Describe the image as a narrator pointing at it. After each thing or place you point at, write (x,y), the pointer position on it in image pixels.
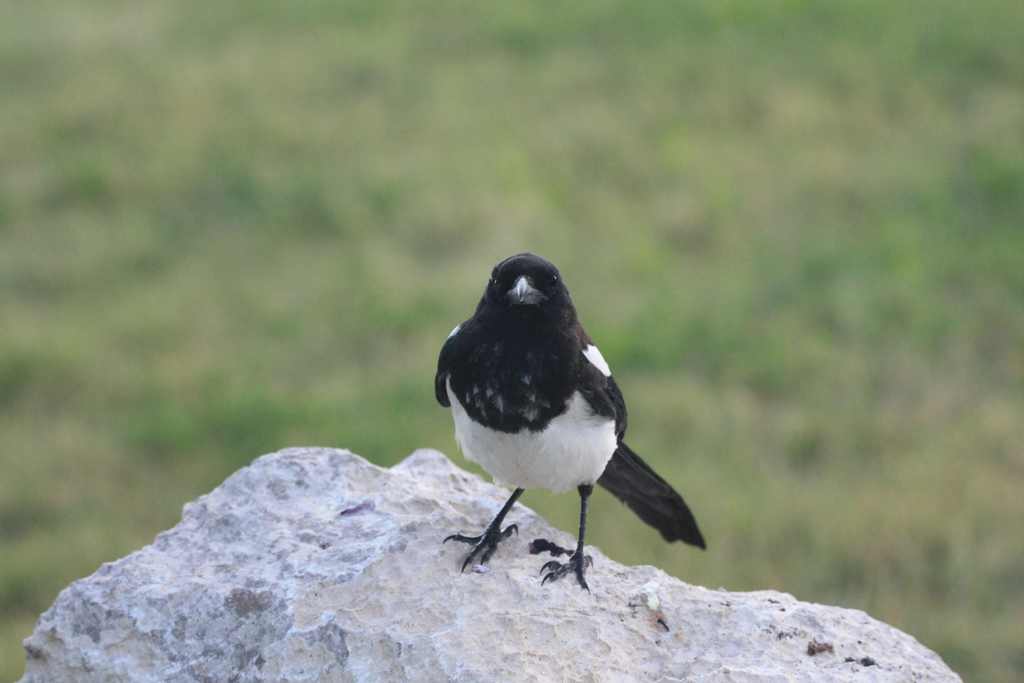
This image is taken outdoors. In this image the background (160,125) is a little blurred and the background (63,485) is a little green in color. At the bottom of the image (292,609) there is a rock (474,628). In the middle of the image (505,380) there is a bird (525,416) on the rock (363,500).
